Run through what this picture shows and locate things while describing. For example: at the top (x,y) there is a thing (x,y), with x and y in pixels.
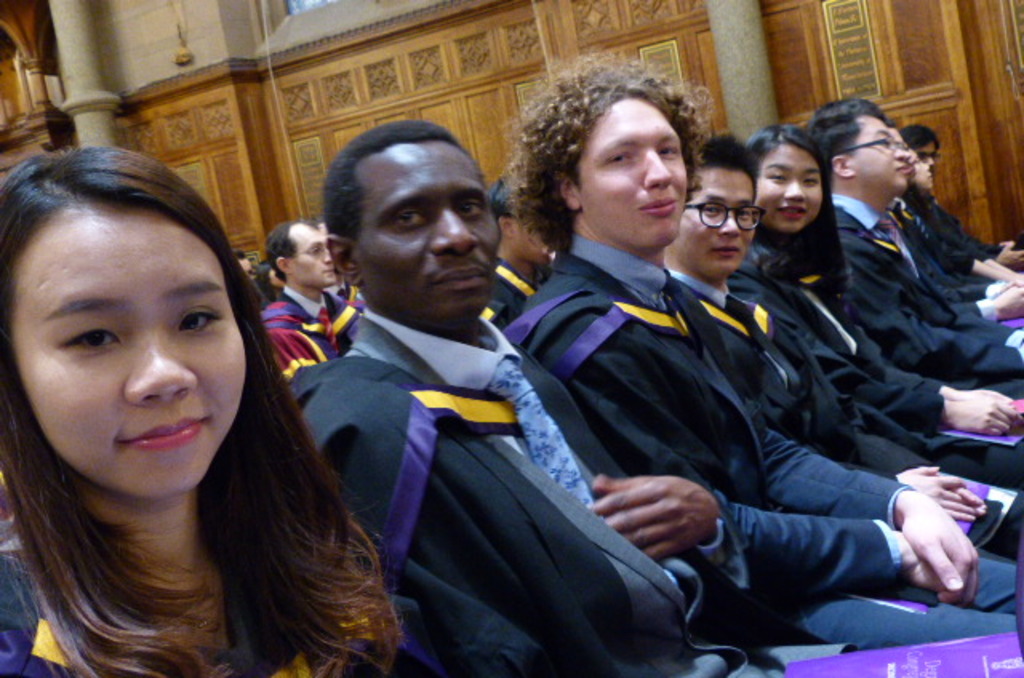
In the image there are many people (637,396) sitting on chairs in graduation dress (486,502), in the back (242,114) there is wall (557,52).
